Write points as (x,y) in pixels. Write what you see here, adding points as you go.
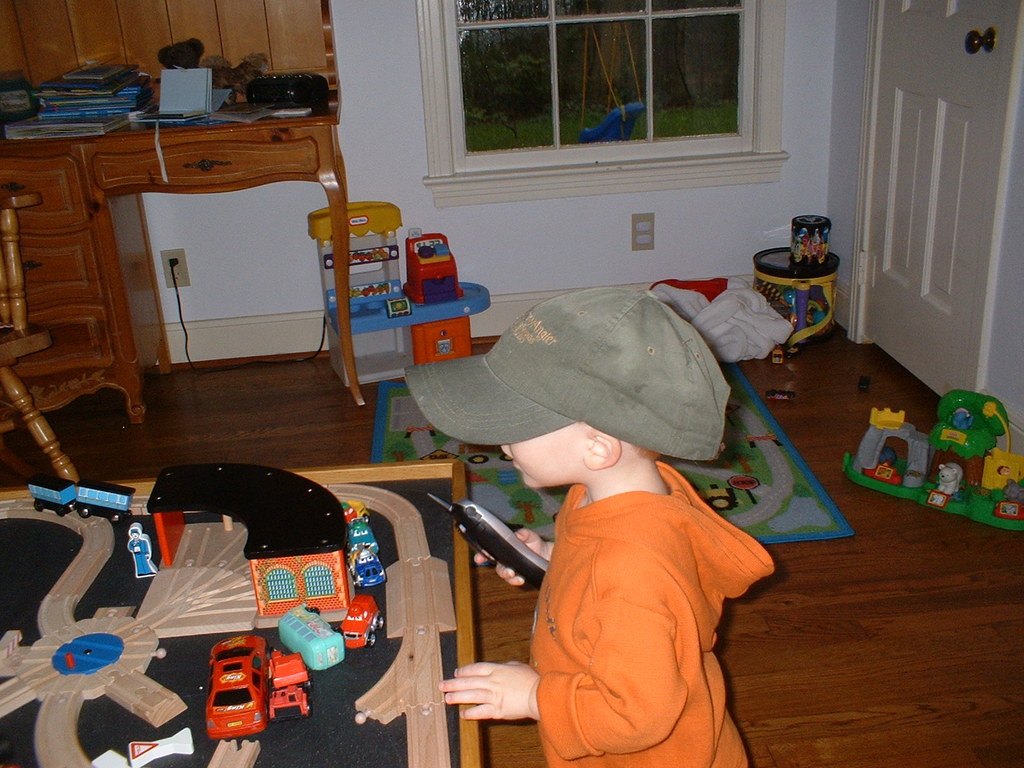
On the background (606,158) we can see window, door (904,162), table (270,144) and on the table (153,152) few books (211,95). Here we can see few toys (984,412) on the floor (325,369). We can see one boy (639,483) wearing a cap (611,415), he is holding a telephone (522,551) in his hand (540,543) and he is standing in front of a table (372,757) and on the table (302,741) we can see toys (217,717).
